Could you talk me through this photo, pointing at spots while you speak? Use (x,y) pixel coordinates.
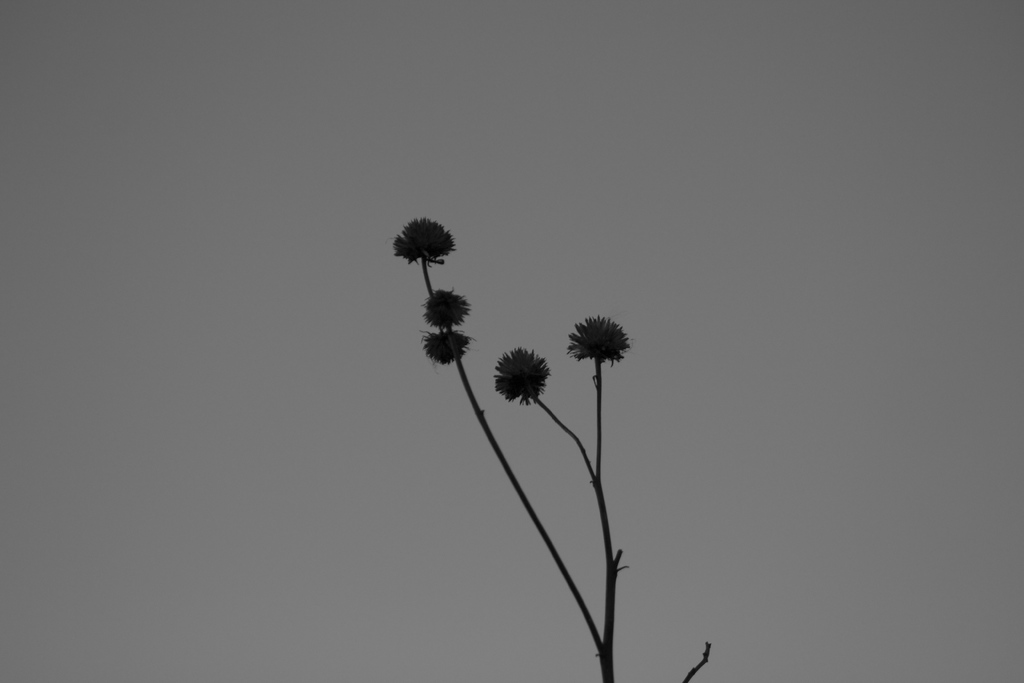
In this image, we can see a branch (604,360) on the gray background.
